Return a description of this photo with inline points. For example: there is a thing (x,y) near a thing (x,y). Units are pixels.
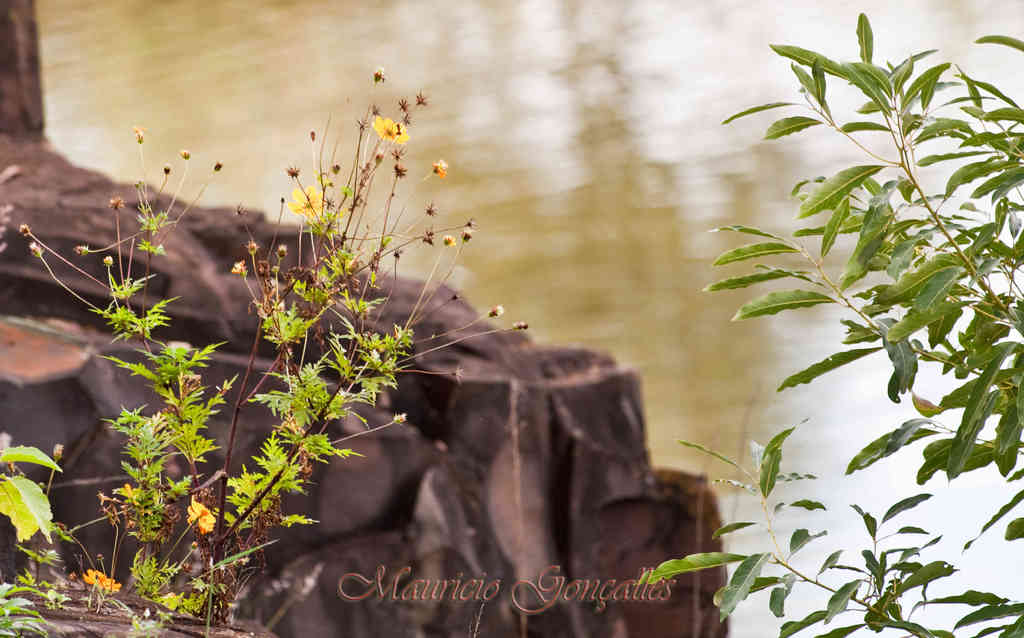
In this image, we can see some plants (391,356), rocks (412,300). We can also see some water (682,161) and some text (631,577) on the bottom (468,589).
